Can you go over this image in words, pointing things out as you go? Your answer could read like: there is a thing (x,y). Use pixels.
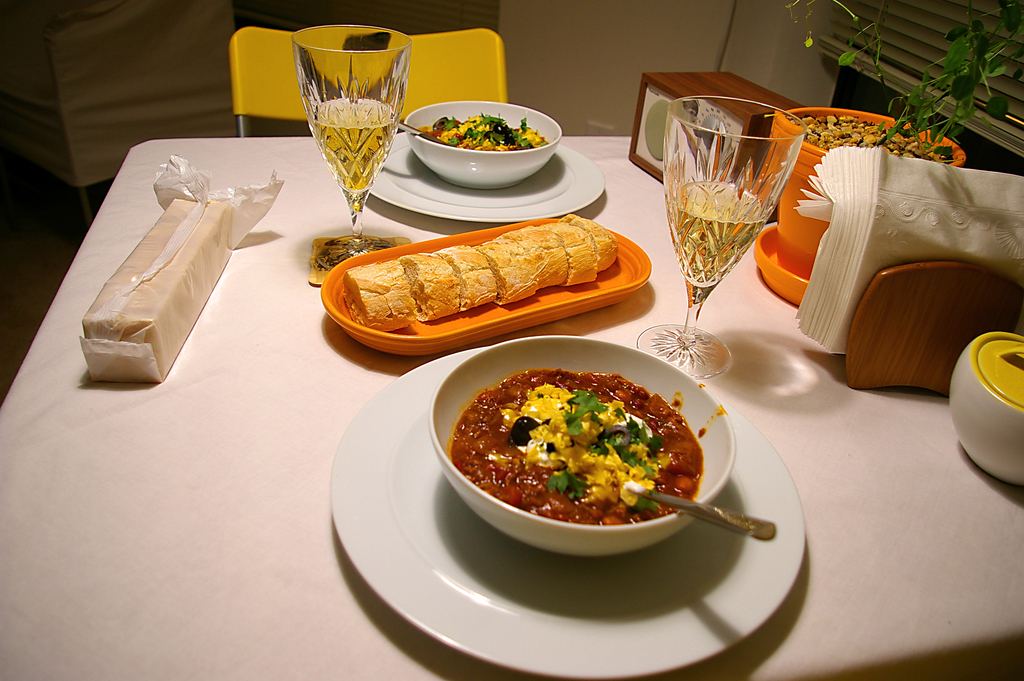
In front of the image there is a table (869,584). On top of it there is a flower pot (814,254). There are glasses (333,170), food items (418,295) in a bowls (471,109) and a few other objects (360,483). Behind the table (297,210) there are chairs (476,49). In the background of the image (596,99) there is a wall (645,52).
